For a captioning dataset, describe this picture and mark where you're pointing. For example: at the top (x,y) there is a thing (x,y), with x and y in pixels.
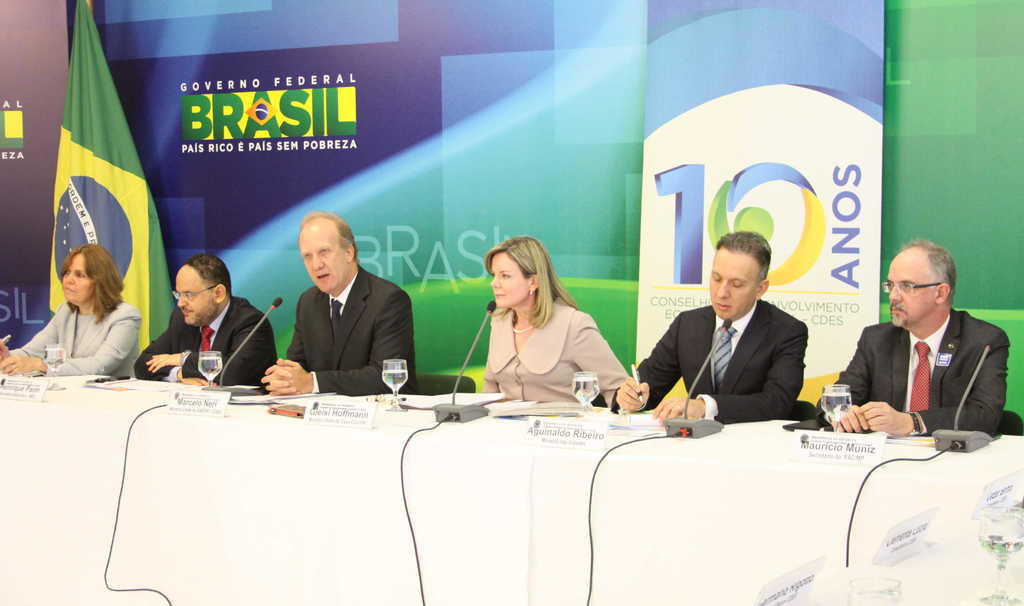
In this image we can see group of persons (193,316) sitting at the table (960,465). On the table (659,471) we can see mics (959,450), glasses (56,356) and papers (842,454). In the background (986,221) there is a poster (308,111) and flag (152,309).
